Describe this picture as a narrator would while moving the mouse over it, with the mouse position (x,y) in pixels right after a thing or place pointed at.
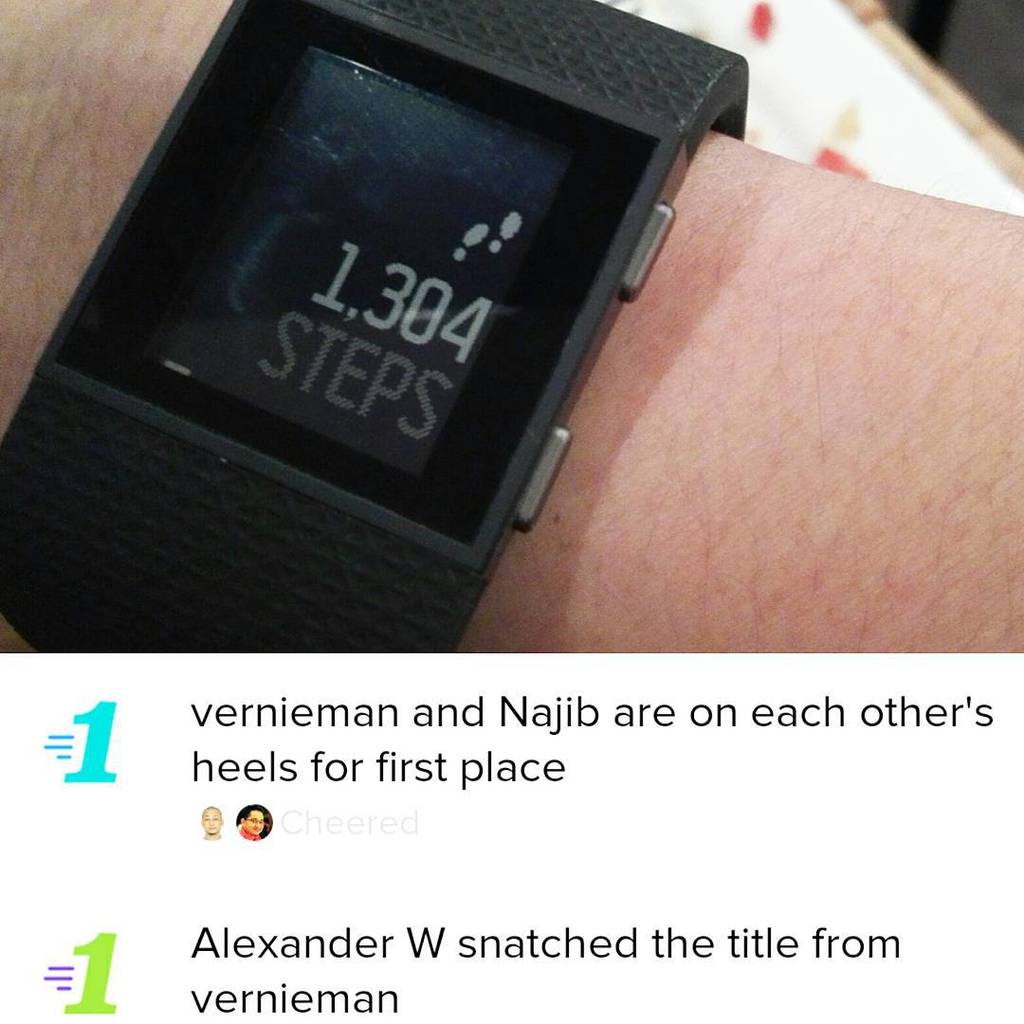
In this image on the top (405,334) there is a watch (489,285) with some text (371,381) and numbers (392,329) written on it which is black in colour and there is a hand (708,385) of the person (698,415). At the bottom (383,762) there are some texts (326,938) written on it.
